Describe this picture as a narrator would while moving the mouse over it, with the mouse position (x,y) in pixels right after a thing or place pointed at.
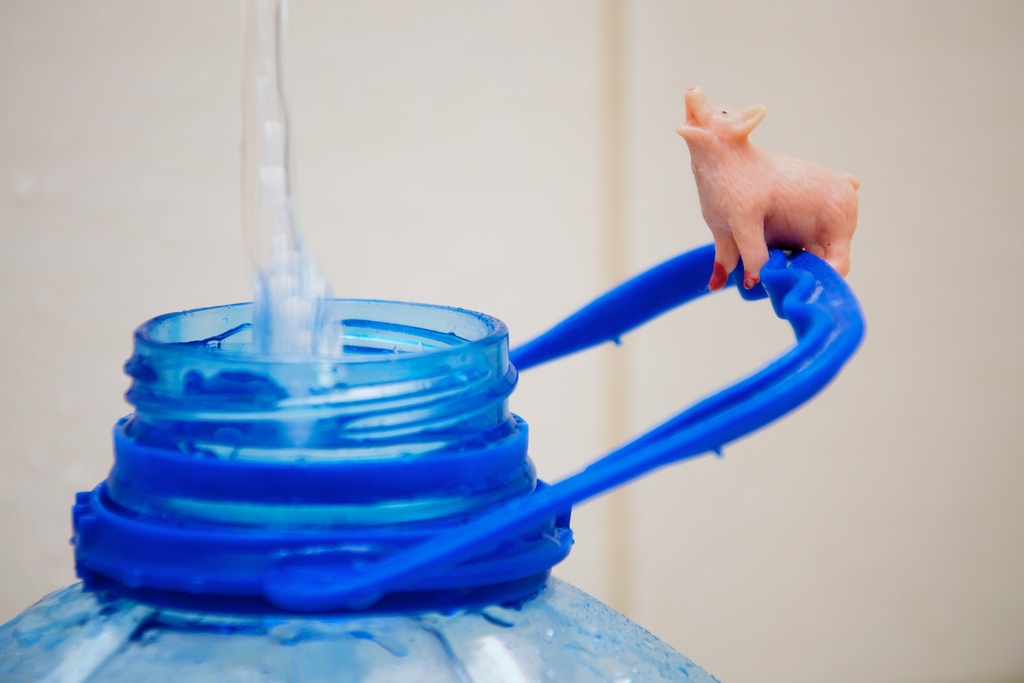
In this picture there is a part of the bottle (529,680) and there is a toy (697,97) which is placed over the handle (794,283) of the bottle (697,433) and someone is pouring the water (269,13) into it, the bottle (353,324) is blue in color.
